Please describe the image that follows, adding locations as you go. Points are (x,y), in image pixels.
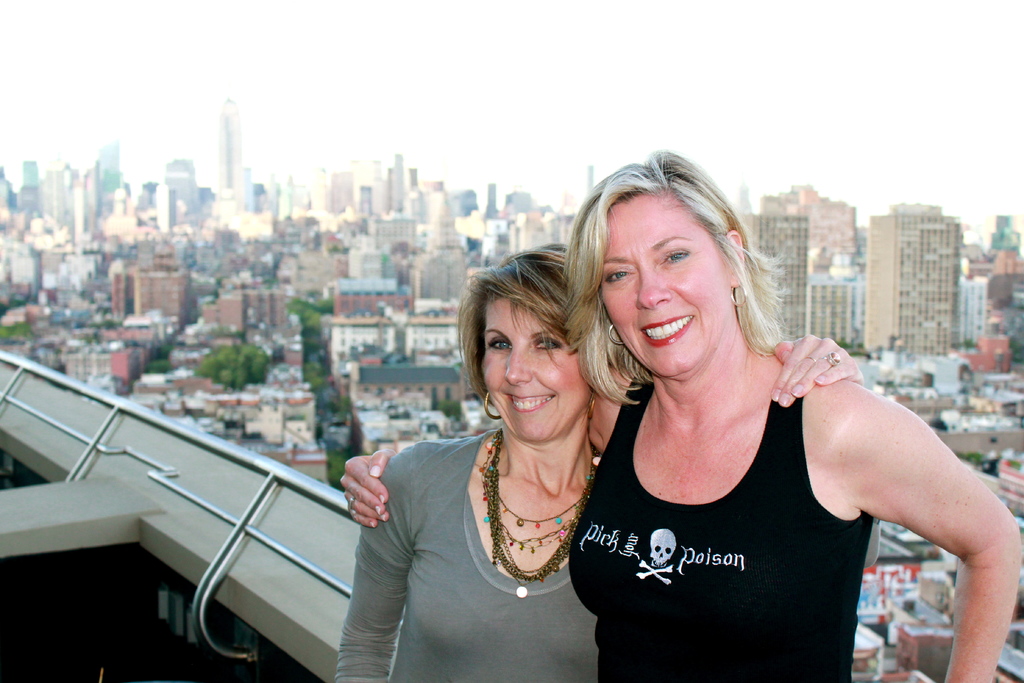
In this image I can see two women (454,459) in the front (586,366) and I can also see both of them are smiling. I can also see the left one (468,301) is wearing necklace (498,559) and I can see something is written on the right ones dress (651,541). In the background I can see railing (177,492), number of buildings (276,433) and number of trees (259,354).
